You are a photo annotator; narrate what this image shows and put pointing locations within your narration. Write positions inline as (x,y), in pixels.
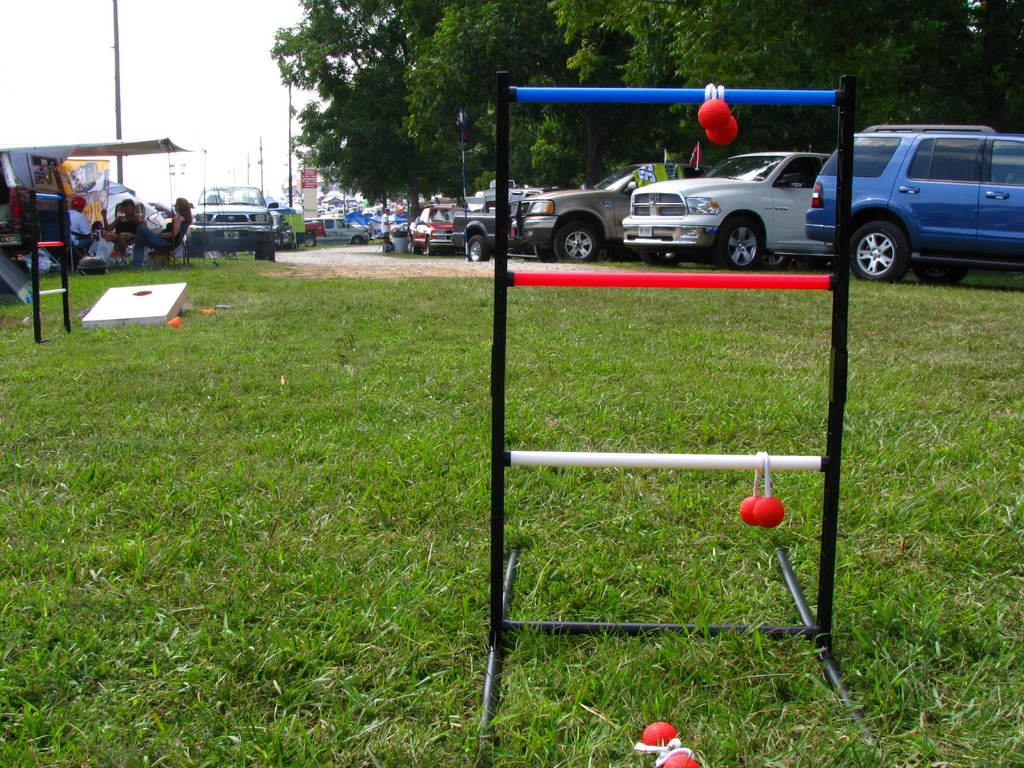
In the image I can see some balls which are hanged to the stand (496,627) and around there are some cars (639,194), people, poles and trees (668,135).
